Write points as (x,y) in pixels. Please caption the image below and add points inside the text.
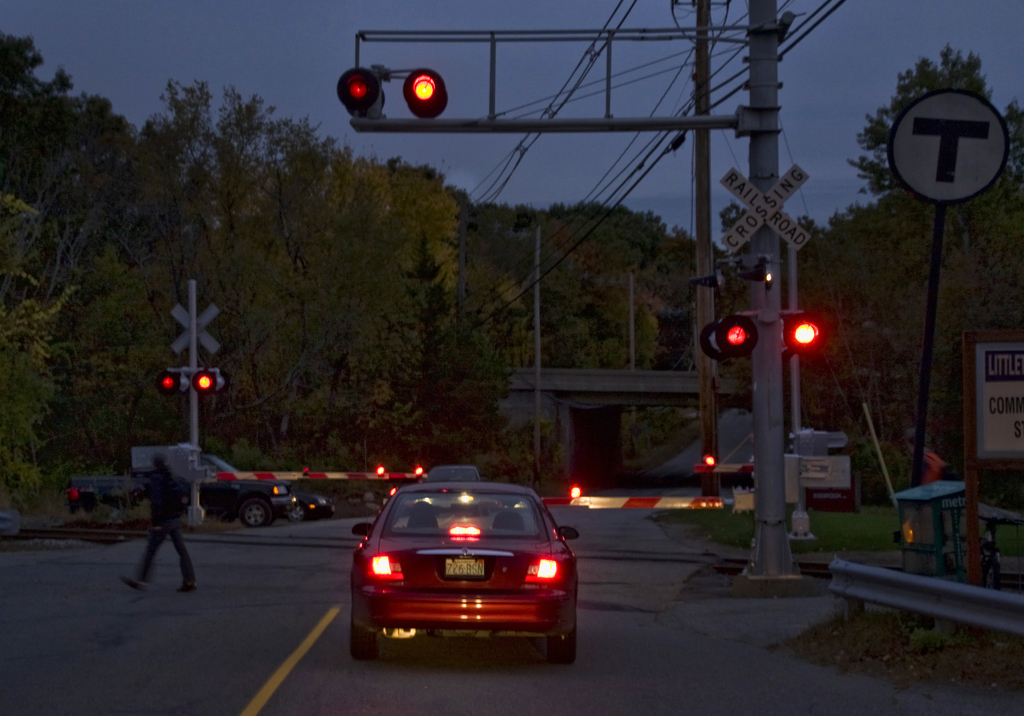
In this picture there is a view of the road (718,692). In the front (433,548) there is a red car (488,620) parked on the signal (434,126). Beside there is a signal poles (759,472) and caution board (900,164). In the background (450,301) we can see some trees (412,252).
